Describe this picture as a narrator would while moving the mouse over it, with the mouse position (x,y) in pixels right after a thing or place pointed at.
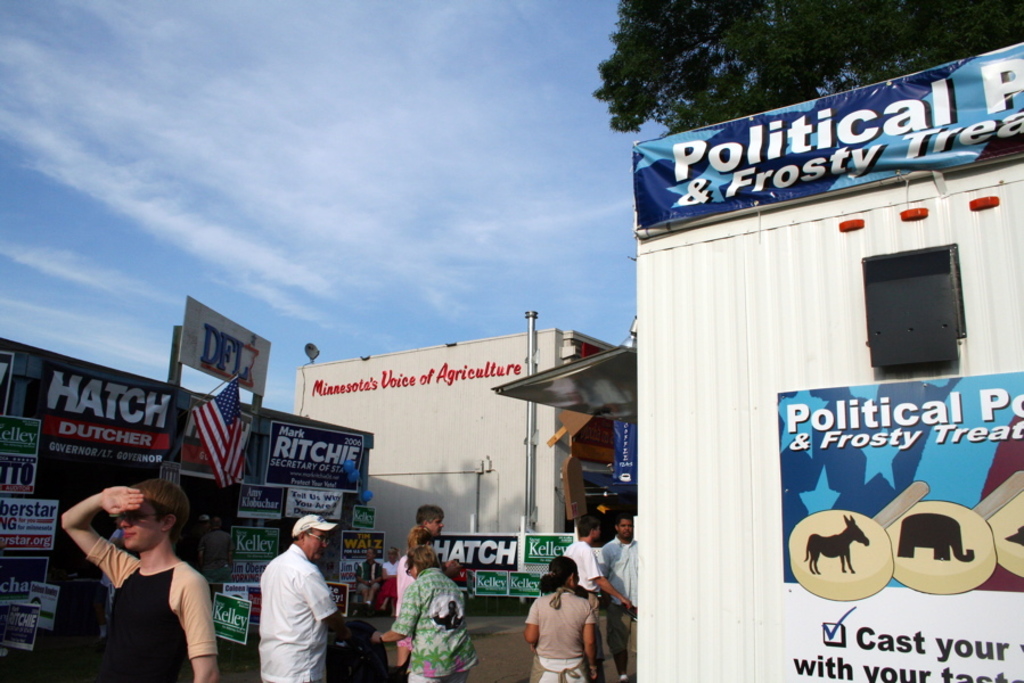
In this image we can see people (424,607). In the background of the image (26,392) there are stalls (26,392). There are banners (294,475) with text (7,444). To the right side of the image (808,536) there is a poster (892,417) with some text (855,418) and a banner (803,155). There is a tree (695,90). At the top of the image (279,111) there is sky (279,111).
